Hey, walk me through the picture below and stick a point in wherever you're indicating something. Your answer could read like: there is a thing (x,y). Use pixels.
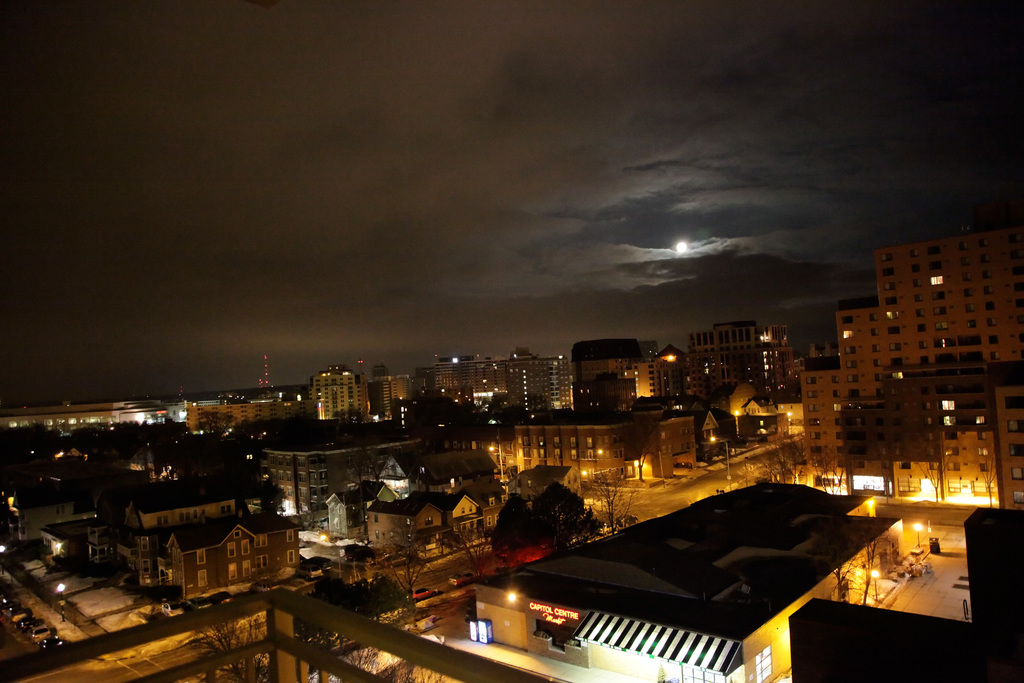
In this image I can see few buildings (514,580), windows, lights (511,597), trees (406,592) and few vehicles (184,606) on road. I can see the sky (659,240) and the moon (680,251).
